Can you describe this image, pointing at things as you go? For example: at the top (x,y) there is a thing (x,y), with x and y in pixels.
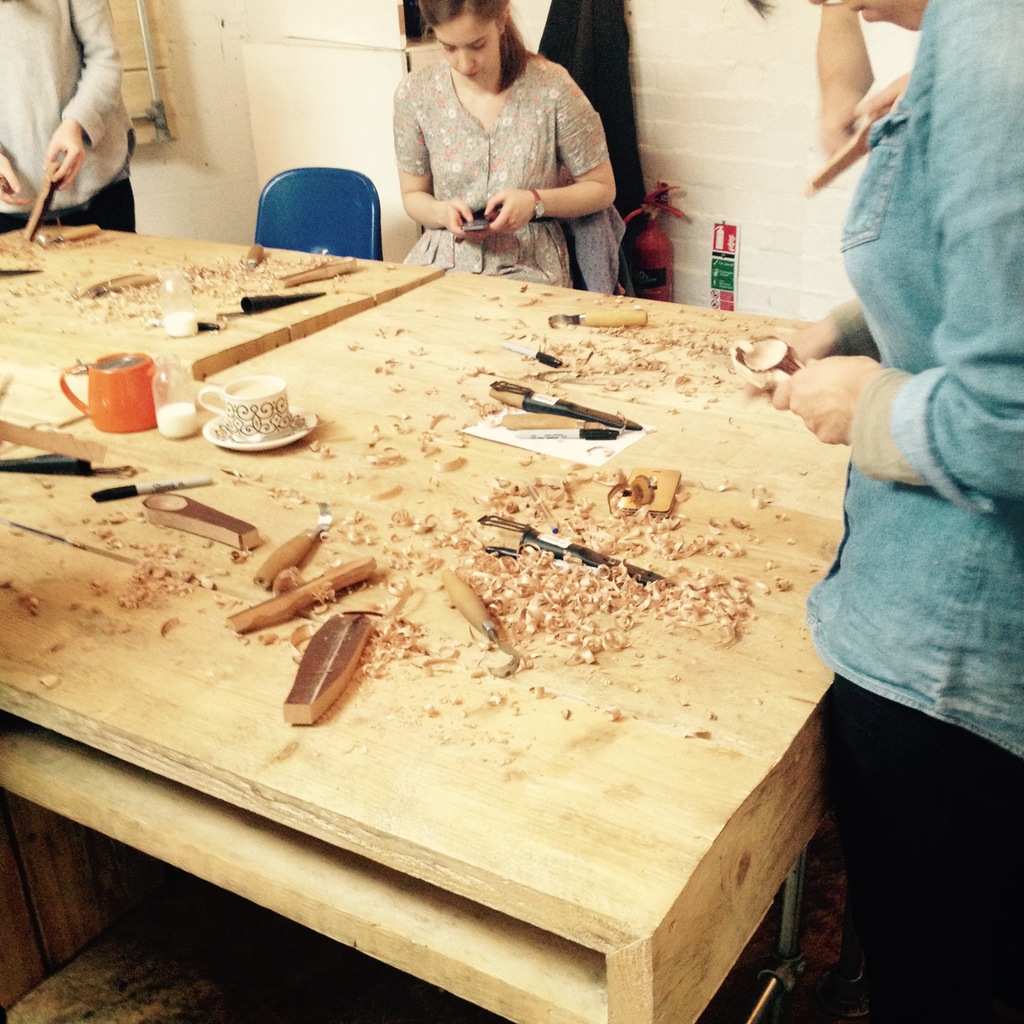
In this image we can see four persons (911,332). The woman (532,142) is sitting on the chair (311,219). In front of the woman (487,251) there is a wooden table (406,569). On table (268,464) there is a cup (258,409), saucer (253,442), knife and a wood pieces (328,653). At the background (750,103) there is a wall (714,159) and a emergency cylinder (659,255).
